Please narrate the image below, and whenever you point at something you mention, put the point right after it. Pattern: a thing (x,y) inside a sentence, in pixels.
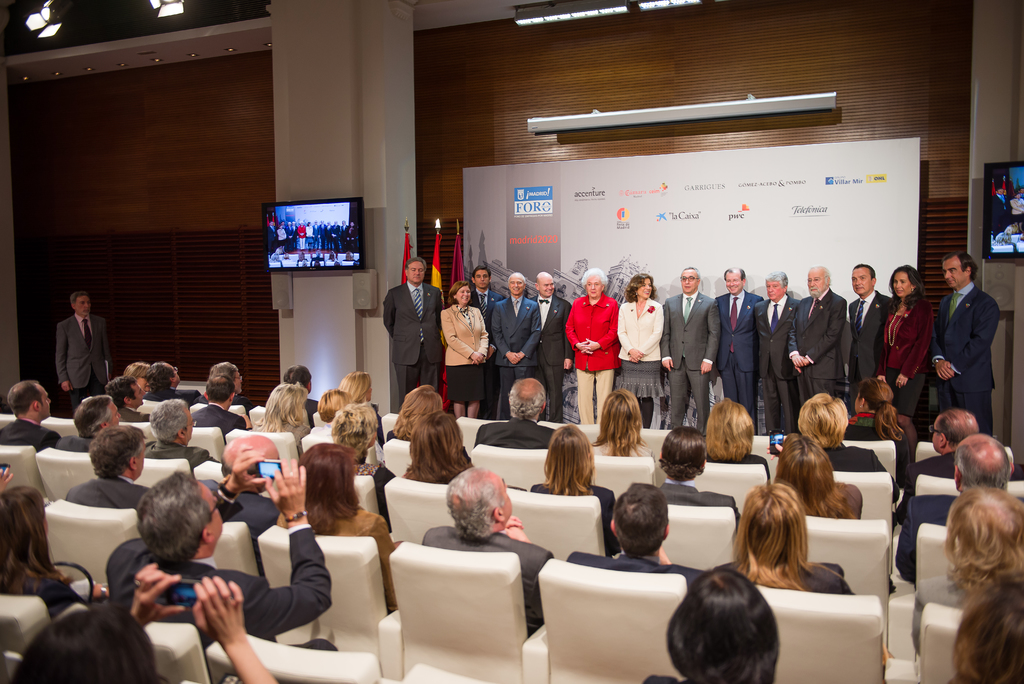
In this image, There is a inside view of a building (172,173). There are some persons (971,307) standing and wearing colorful clothes (981,327). There are another person's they sitting on the chairs (861,533) in front of these people (993,317).
